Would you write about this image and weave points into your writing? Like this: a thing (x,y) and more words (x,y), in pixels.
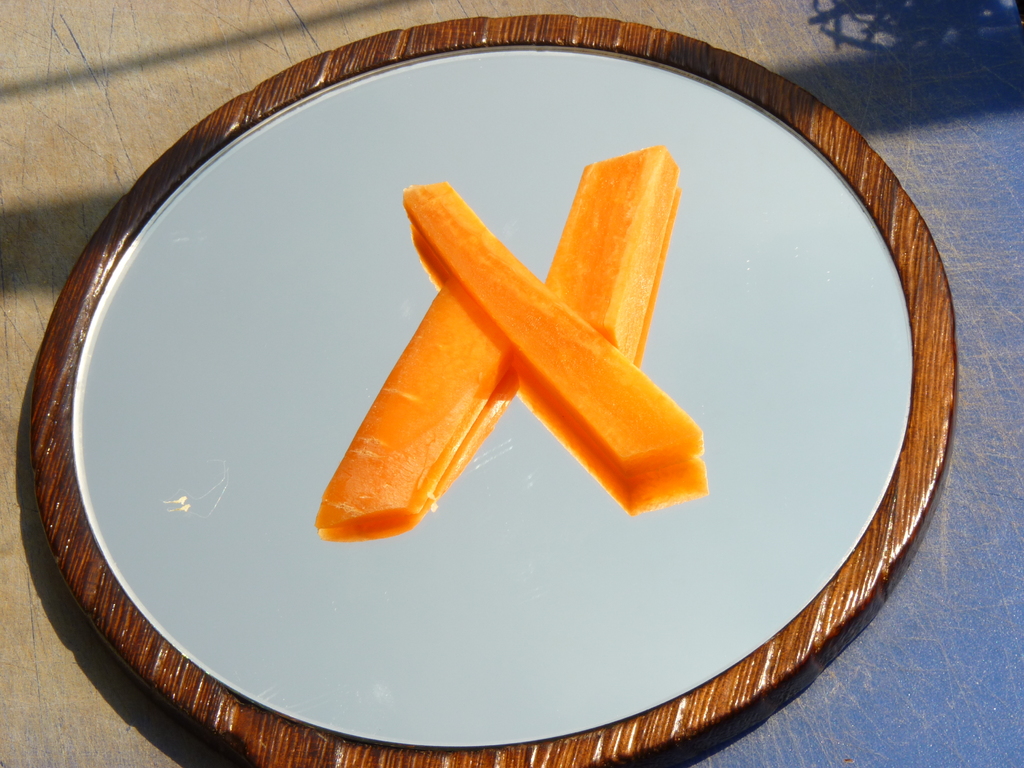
In the foreground of this image (526,346), there are carrot pieces (487,350) on a circular mirror (247,516) which is placed on the surface (948,635).
